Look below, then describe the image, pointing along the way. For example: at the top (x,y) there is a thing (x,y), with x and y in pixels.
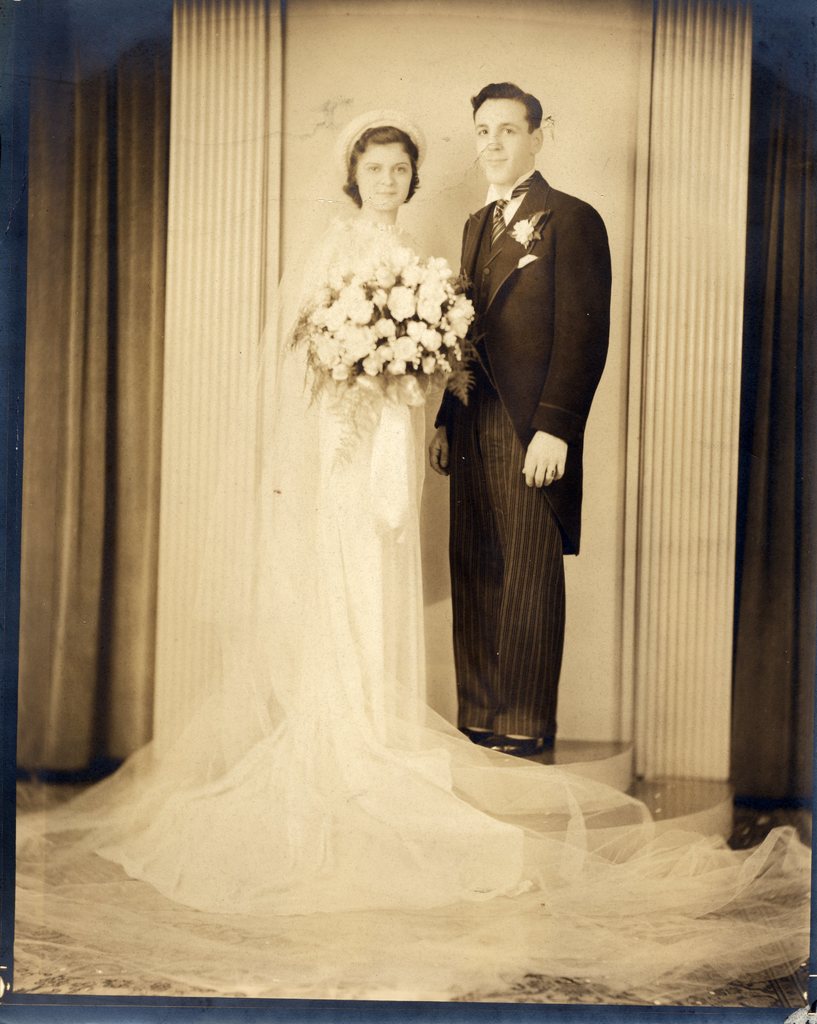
In this image we can see a black and white picture of two persons (517,285). One person (532,333) is wearing a coat (525,417). One woman (408,383) is holding a group of flowers (406,303). In the background (773,553), we can see the wall (455,240) and curtains (790,524).
